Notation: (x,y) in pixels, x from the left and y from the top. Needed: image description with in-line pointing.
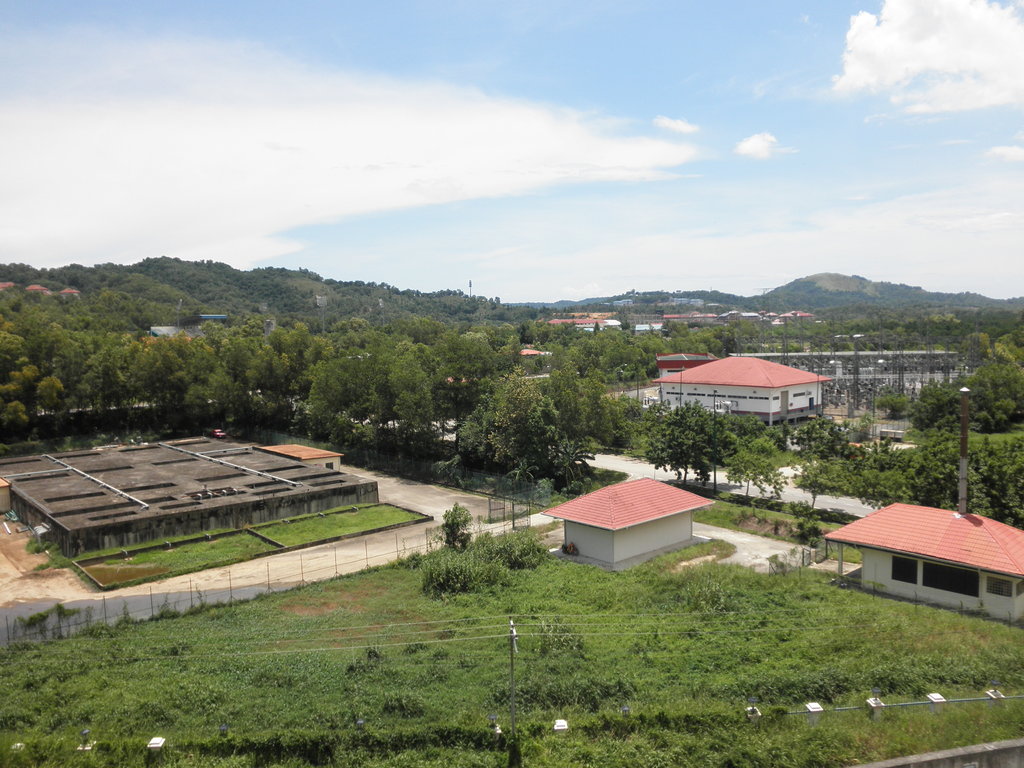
In this image in the center (388,511) there is grass (468,681) on the ground (446,661) and there are buildings (670,491). In the background (229,331) there are trees (827,291) and the sky (534,163) is cloudy.
